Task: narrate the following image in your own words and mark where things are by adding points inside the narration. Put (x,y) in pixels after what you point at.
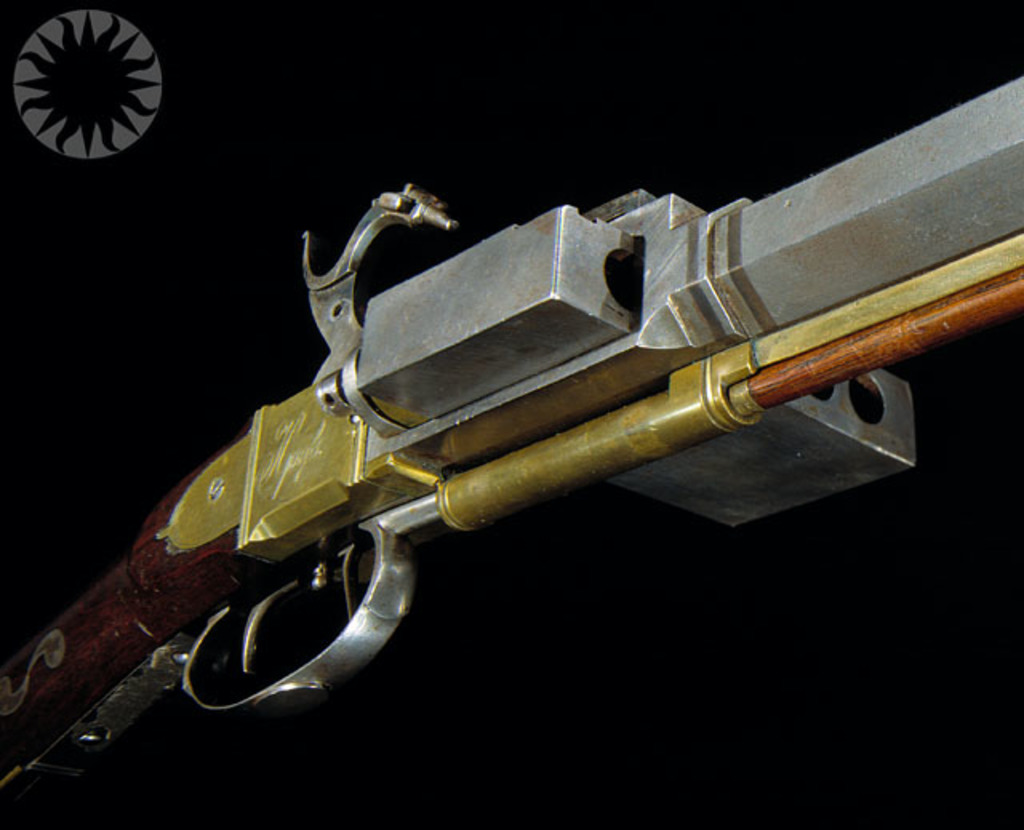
Background (171,207) portion of the picture is completely dark. In this picture we can see a rifle (668,445).
